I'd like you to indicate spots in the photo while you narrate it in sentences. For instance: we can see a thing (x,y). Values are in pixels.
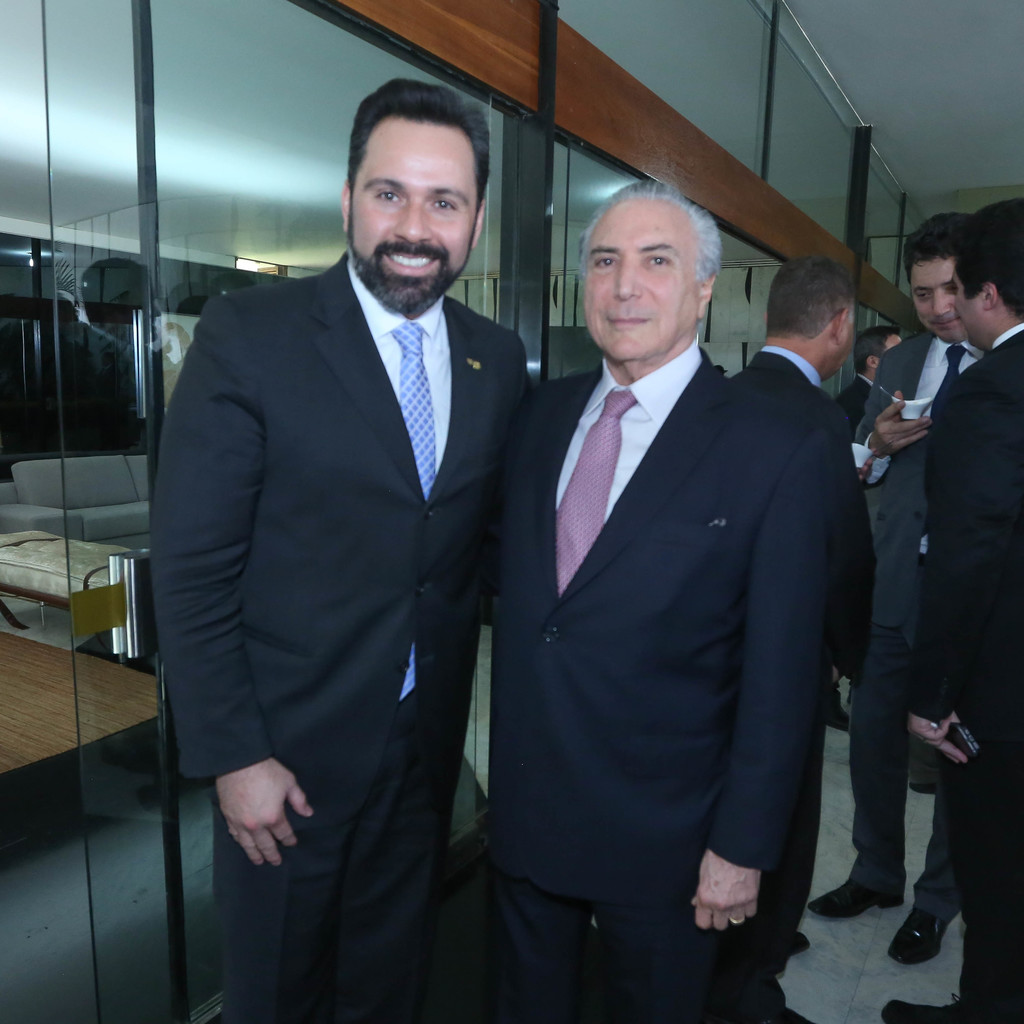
There are many people (525,441) standing. On the left side (242,131) there is a glass wall (211,107). Through that we can see some sofas (105,461).
